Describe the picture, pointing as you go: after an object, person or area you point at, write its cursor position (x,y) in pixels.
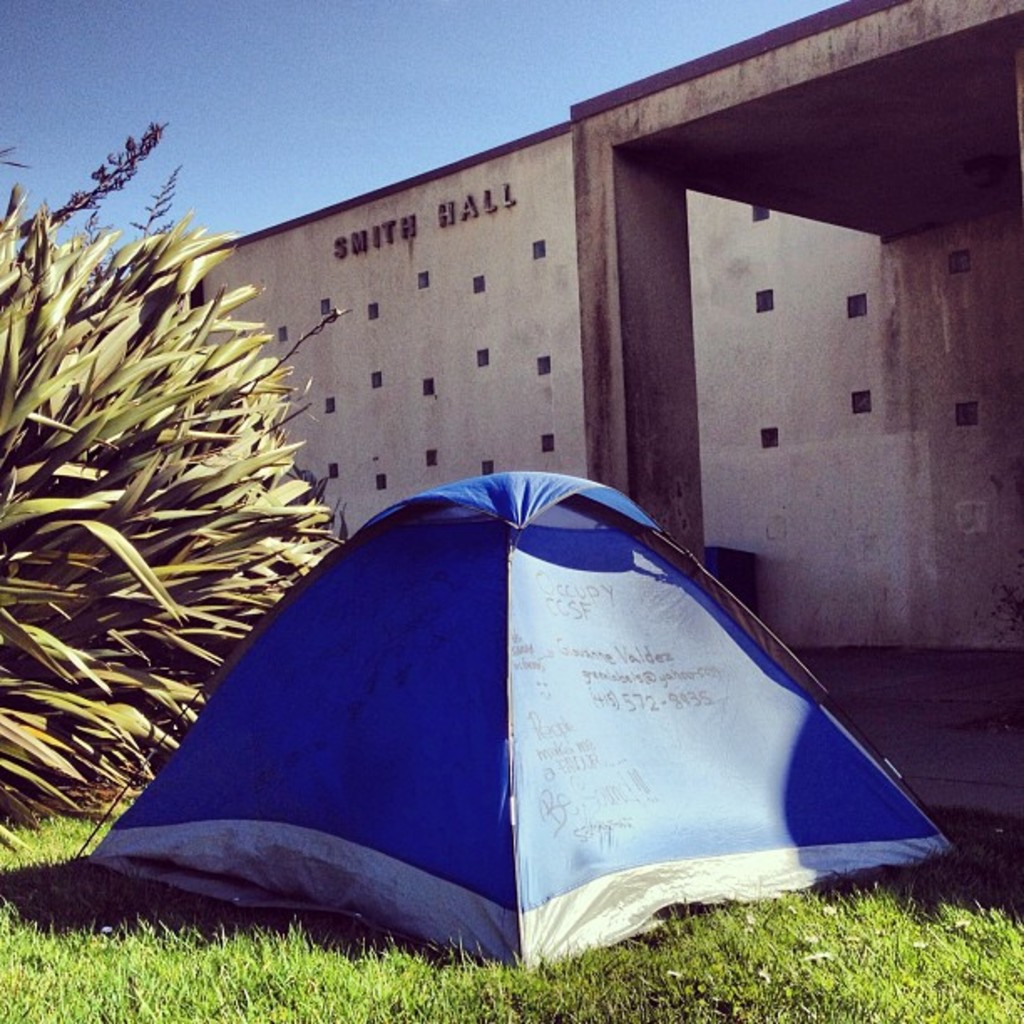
In this image we can see a tent (668,662) with text (675,664) on it is placed on ground (726,934). To the left side of the image (65,407) we can see a tree (95,676). In the background (613,378), we can see a building (626,375) with pillar (620,315) and the sky (291,128).
